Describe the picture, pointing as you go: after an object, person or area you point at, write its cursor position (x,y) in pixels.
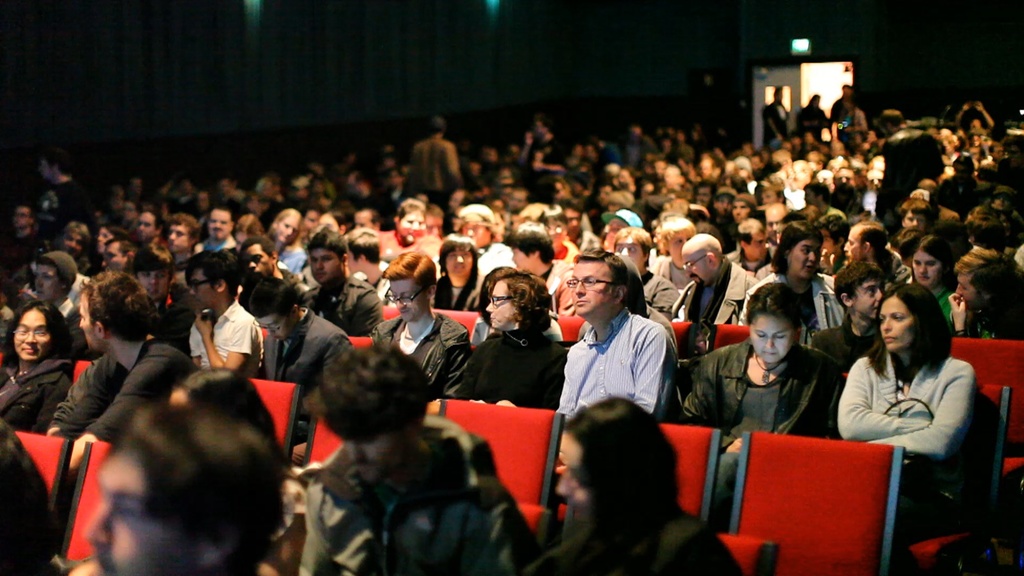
In this image we can see a group of people (629,541) sitting on the chairs (875,539). Here we can see the door (833,65) at the top (761,76).
